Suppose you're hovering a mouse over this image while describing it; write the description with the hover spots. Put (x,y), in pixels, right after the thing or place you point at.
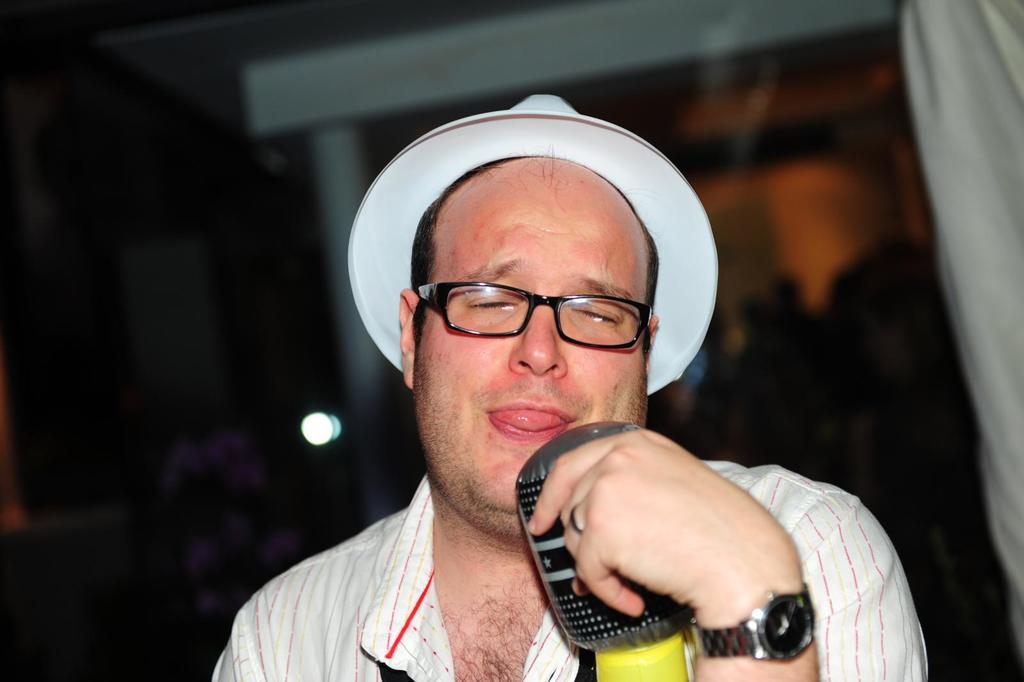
In this picture we can see a man (466,521) is holding a object (535,550) in his hand (610,557).
